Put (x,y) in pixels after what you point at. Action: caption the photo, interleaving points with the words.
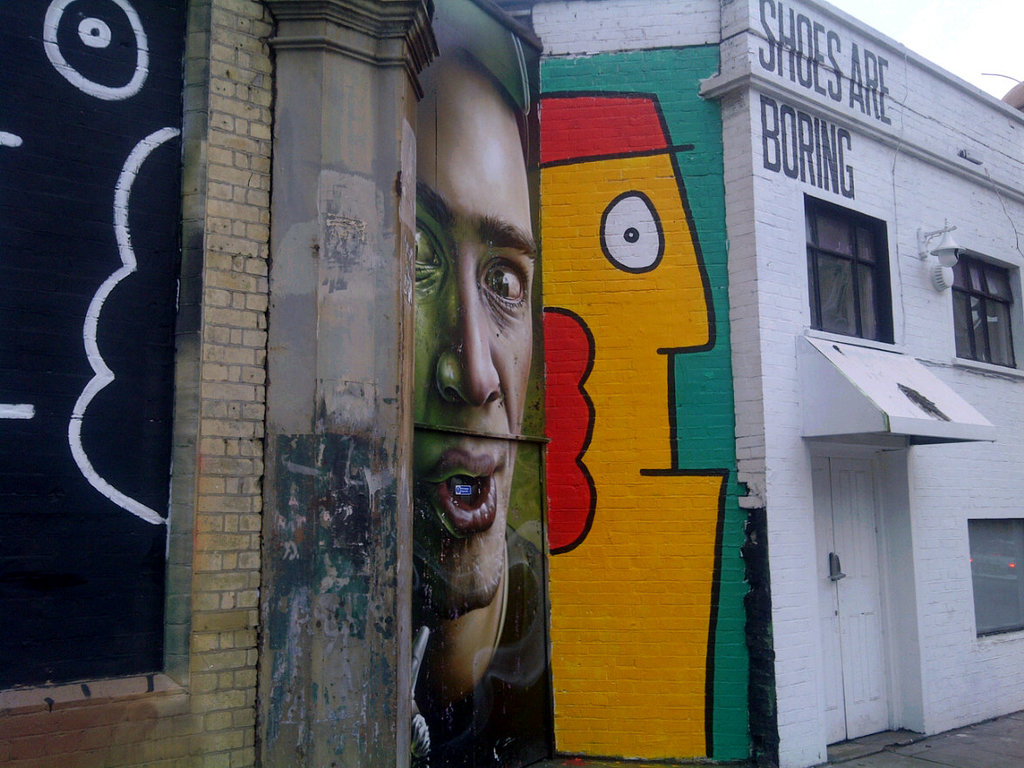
On the left side (76,382) we can a wall (37,314) on which painting (124,632) is done with white and black color. In the middle (626,451) on the image we can see a painting (440,296) of human (517,363) and cartoon (550,206) were done. On the right side of the image (823,337) we can see a building (851,125) on which shoes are boring was written and cc camera (931,248) is there.
